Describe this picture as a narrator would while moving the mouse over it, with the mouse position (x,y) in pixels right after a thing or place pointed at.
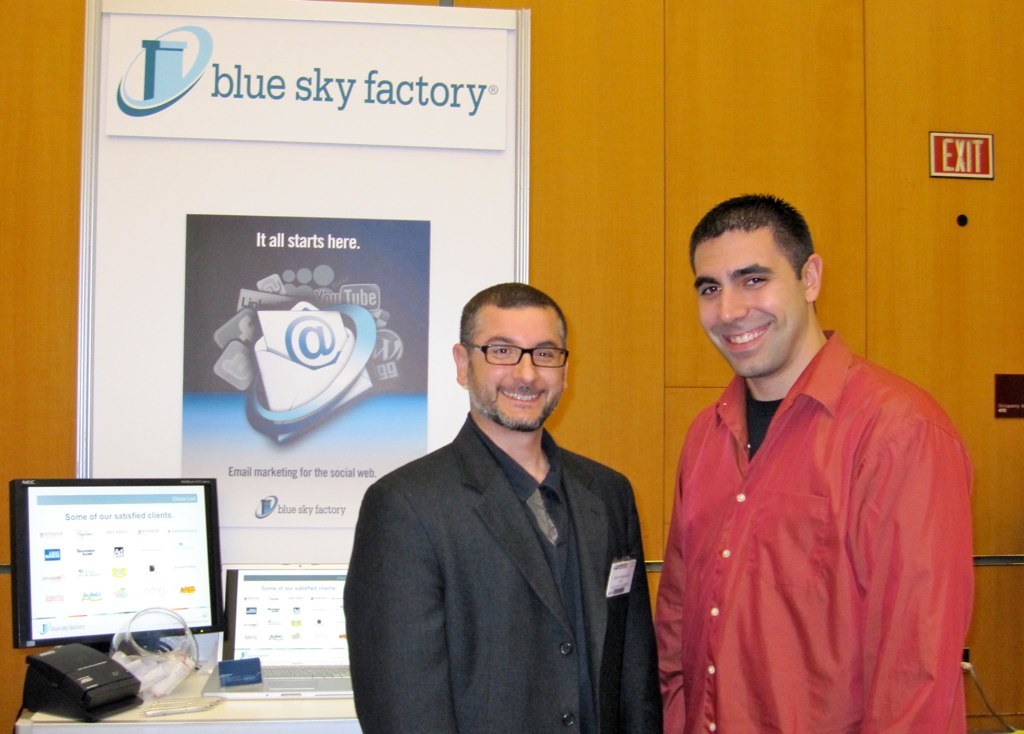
In the center of the image (430,489) we can see two persons (800,566) are standing and smiling. In the bottom left corner (186,681) we can see a table (232,715). On the table (257,701) we can see screen (169,570), laptop (296,628) and some objects (236,668). In the background of the image (520,250) we can see the boards (470,177), wall (725,133).
